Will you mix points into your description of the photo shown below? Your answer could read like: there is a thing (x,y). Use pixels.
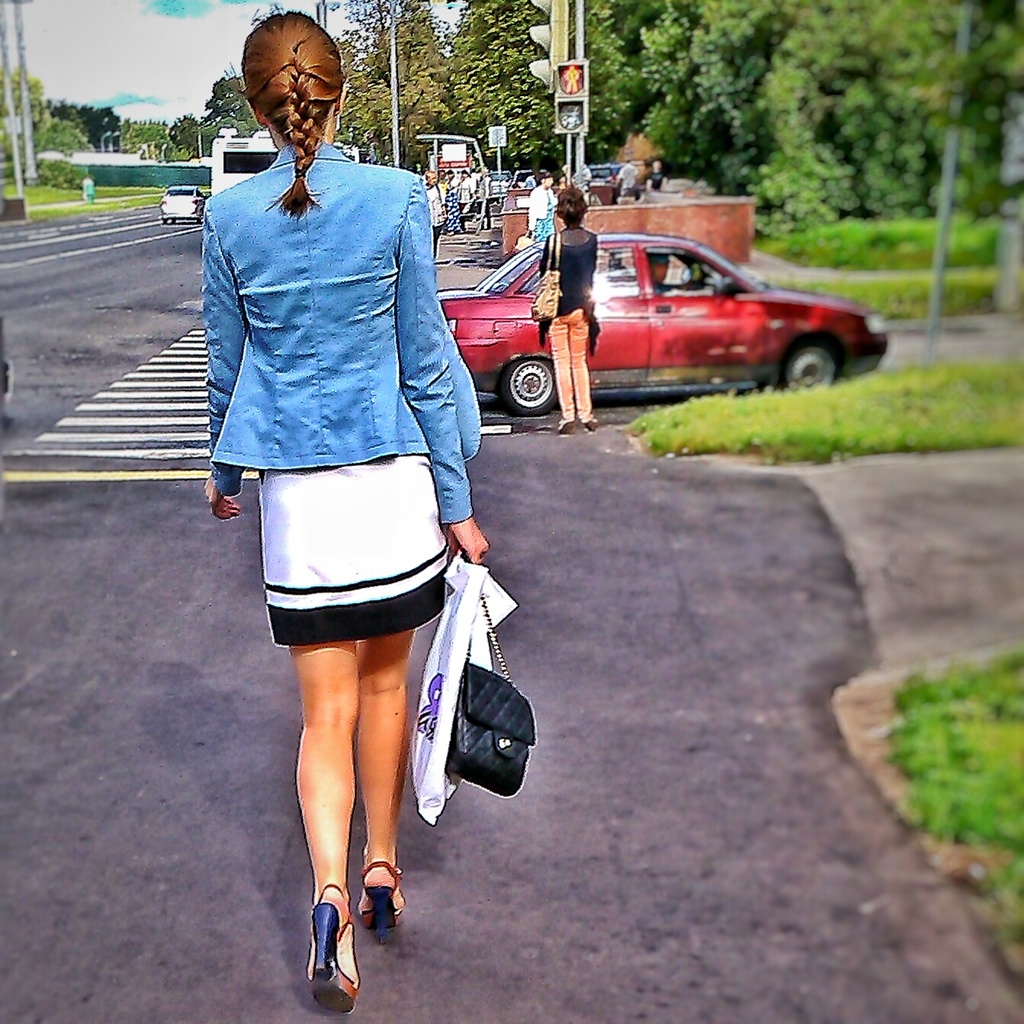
A woman (396,432) is walking on the road (488,814), in the middle (642,364) a car (785,320) is moving on this road (504,813) which is in dark red color and there is a signal (572,99). In the right side (736,124) there are trees (485,114).
